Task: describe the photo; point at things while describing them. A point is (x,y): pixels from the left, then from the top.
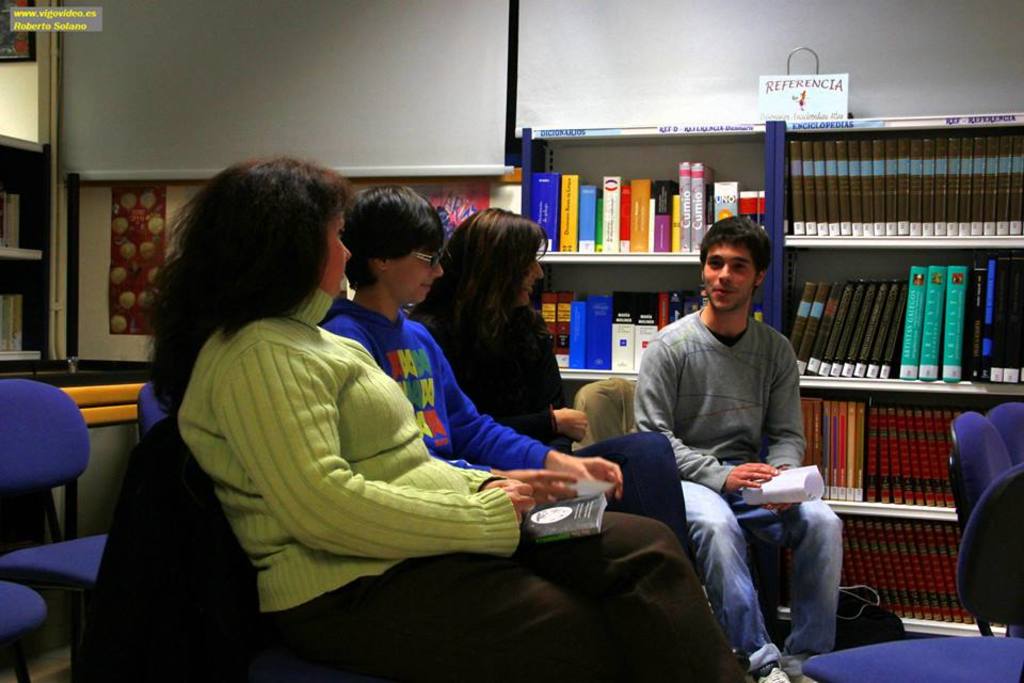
In this image I can see number of people (545,480) are sitting in the center (345,400). On the both side of them I can see few empty chairs (962,563) and in the background (913,461) I can see number of books (832,203) on the shelves (986,240). On the left top side of this image (294,122) I can see a white colour board (229,129) and right side of it I can see an object (791,75). I can also see a watermark (77,14) on the top left corner of this image (90,20).
